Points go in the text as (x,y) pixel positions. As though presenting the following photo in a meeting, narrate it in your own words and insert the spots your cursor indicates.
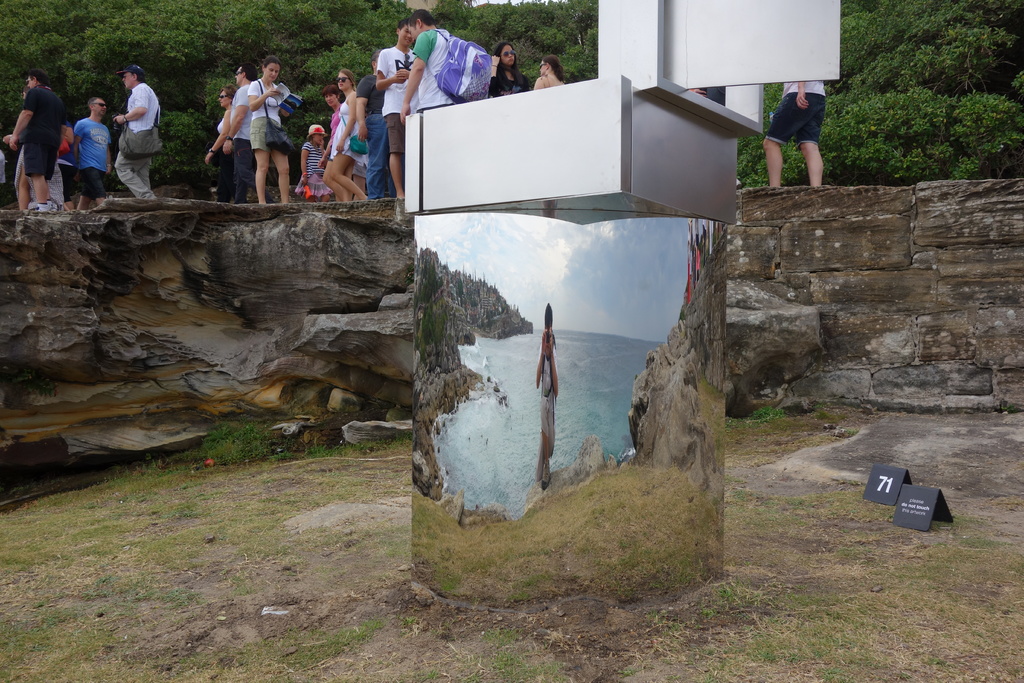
In the center of the image (543,385) we can see a person (543,385) holding an object (544,344). We can also see the sea (482,427), sky (584,228), rock hills (473,309). At the bottom (234,515) we can see the grass (275,481), ground (937,556) and also the boards (899,497). In the background (263,170) we can see the people (383,164) on the rock hill (196,270). We can also see the trees (881,28).
